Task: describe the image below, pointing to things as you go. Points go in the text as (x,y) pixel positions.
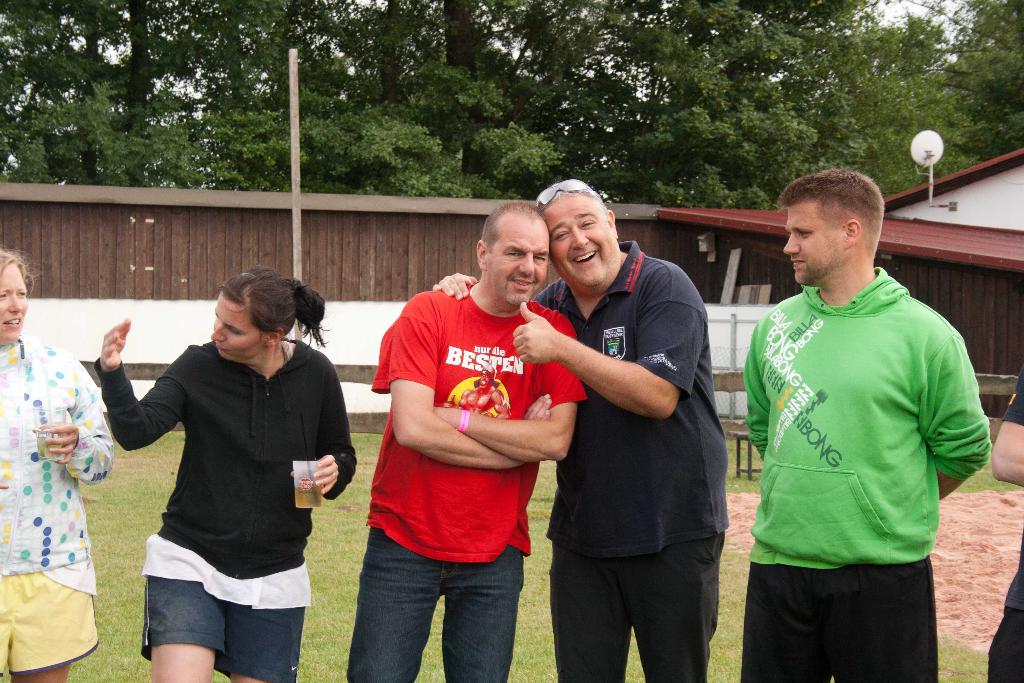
At the bottom of this image (557,509), there are persons (641,274) in different color dresses (19,336). One of them is holding a glass (304,504), which is filled with drink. Two of the rest are smiling. In the background (952,618), there is a shelter (947,242), there are trees (216,106), a wooden wall (288,225), sand surface (976,513), grass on the ground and there is sky (531,55).
